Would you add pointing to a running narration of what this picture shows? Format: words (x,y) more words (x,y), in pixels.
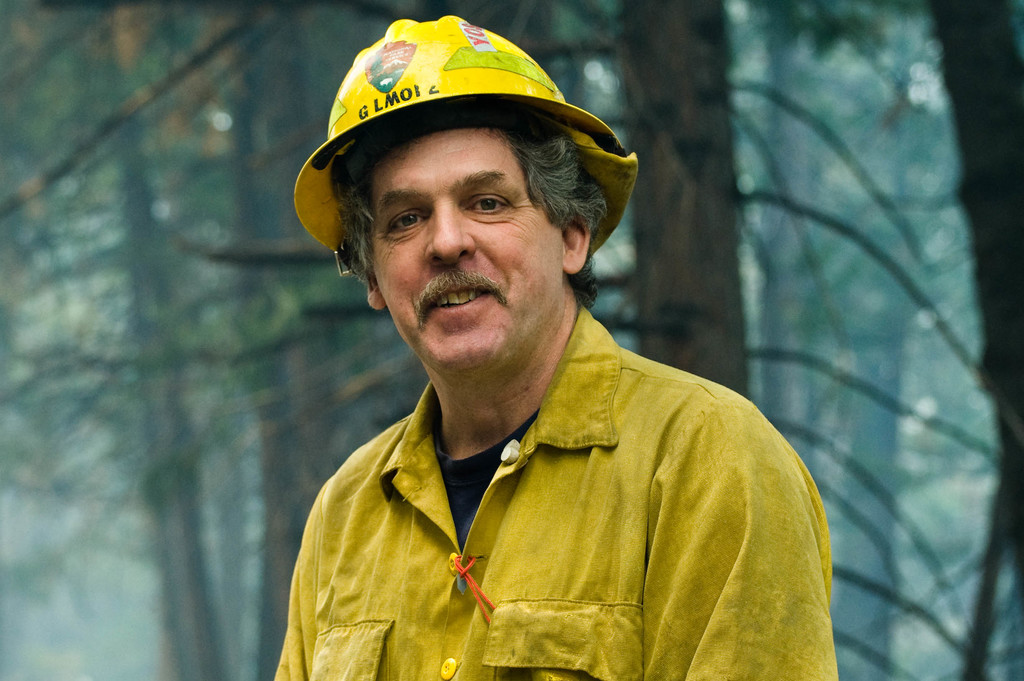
In this image in the front (477,425) there is a man (568,535) smiling. In the background (796,255) there are trees (605,273).
